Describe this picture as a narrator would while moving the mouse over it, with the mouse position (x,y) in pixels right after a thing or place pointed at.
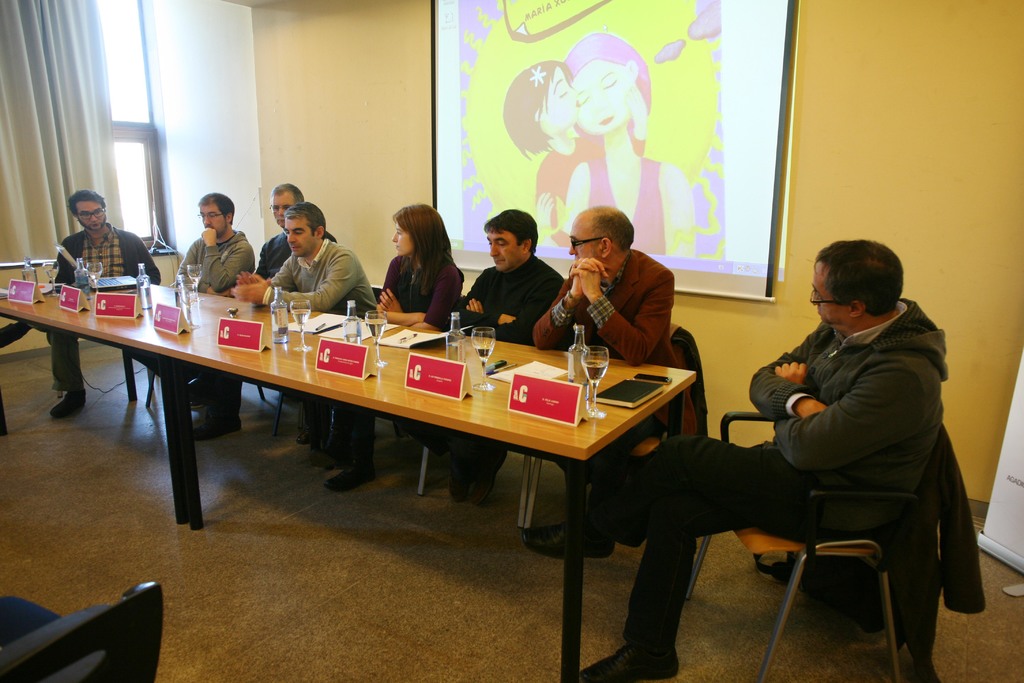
In this image I can see the group of people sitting in-front of the table (384,390). On the table (441,401) there are papers (421,339), bottles (347,329) and the glasses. In the background (554,102) there is a projector (561,142). To the left (98,100) there is curtain (99,105) to the window (140,120).
